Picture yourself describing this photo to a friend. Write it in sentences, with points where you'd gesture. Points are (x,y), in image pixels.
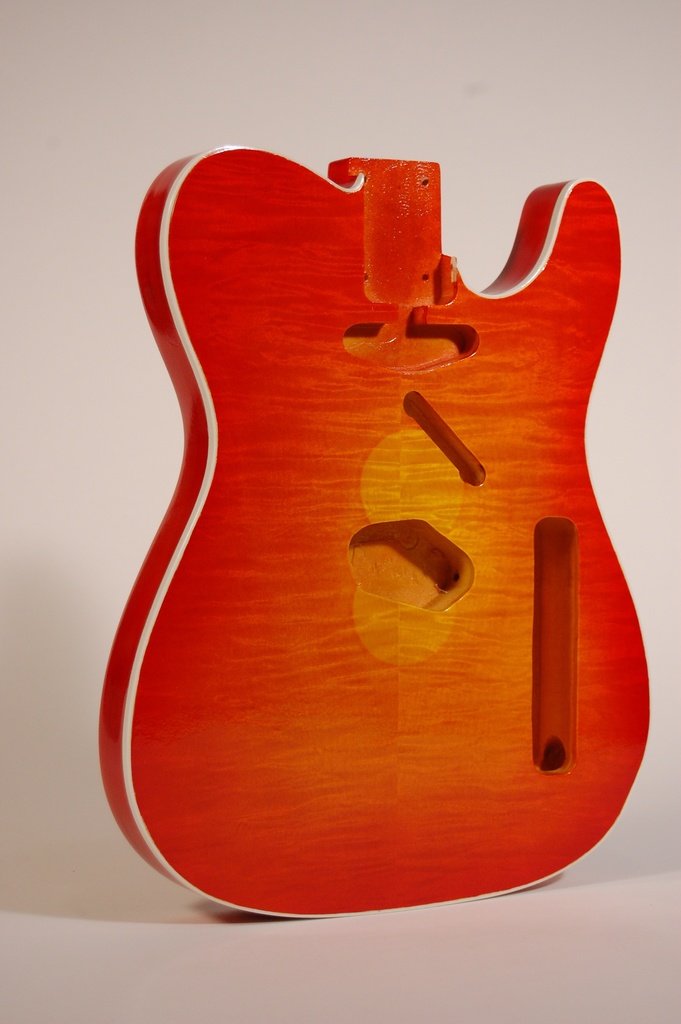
In this image I can see a part of a guitar (400,530) which is yellow and orange in color on the white colored surface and I can see the white colored background (42,342).
